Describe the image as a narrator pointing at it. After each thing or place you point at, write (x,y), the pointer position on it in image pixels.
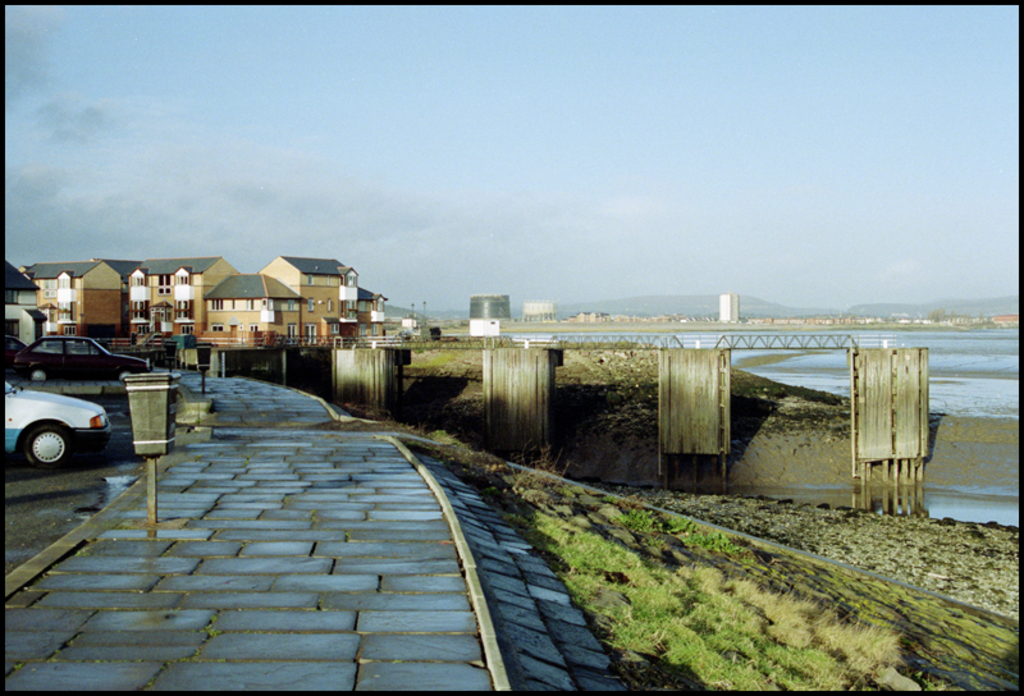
In this image we can see there are buildings (205,293), in front of the building (218,314) we can see the bridge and pillars (542,379). There are vehicles (47,348) parked on the ground (89,398) and there are boxes (134,440), grass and a few objects (495,310). At the top (415,211) we can see the sky (538,97).
